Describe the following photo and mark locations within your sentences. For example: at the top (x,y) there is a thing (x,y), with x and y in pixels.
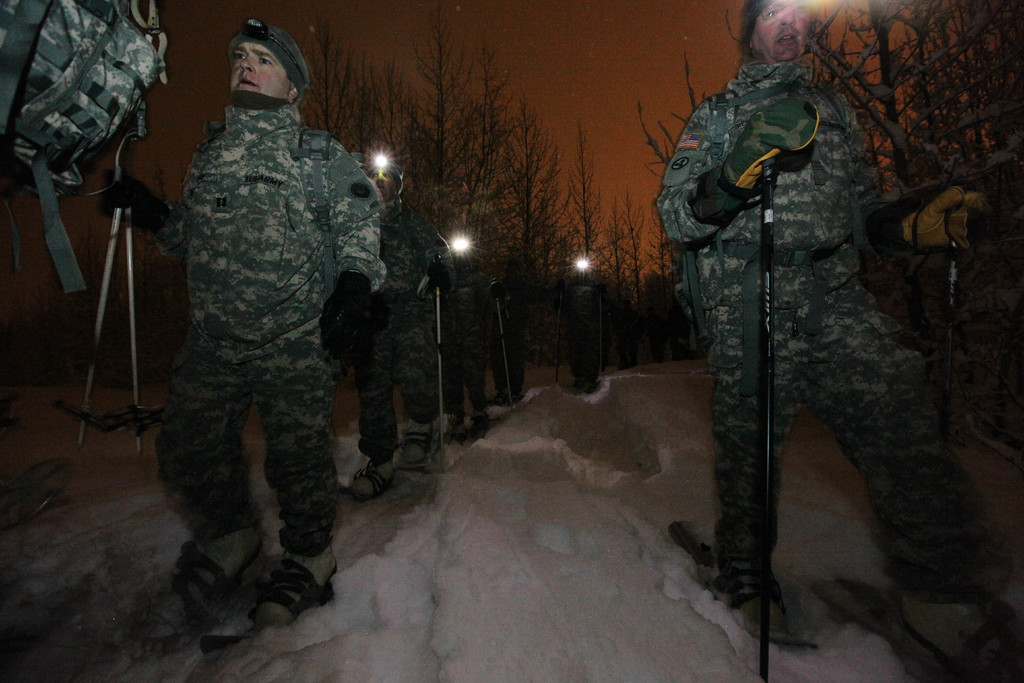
On the left (293,431) there are few persons (284,295) walking on the snow (136,565) by holding sticks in their hands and among them three persons (455,276) have light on their head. On the right (793,204) there is a person (805,349) standing on the snow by holding two sticks (767,263) in his hands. In the background (542,141) there are bare trees (496,182) and sky (541,56).
